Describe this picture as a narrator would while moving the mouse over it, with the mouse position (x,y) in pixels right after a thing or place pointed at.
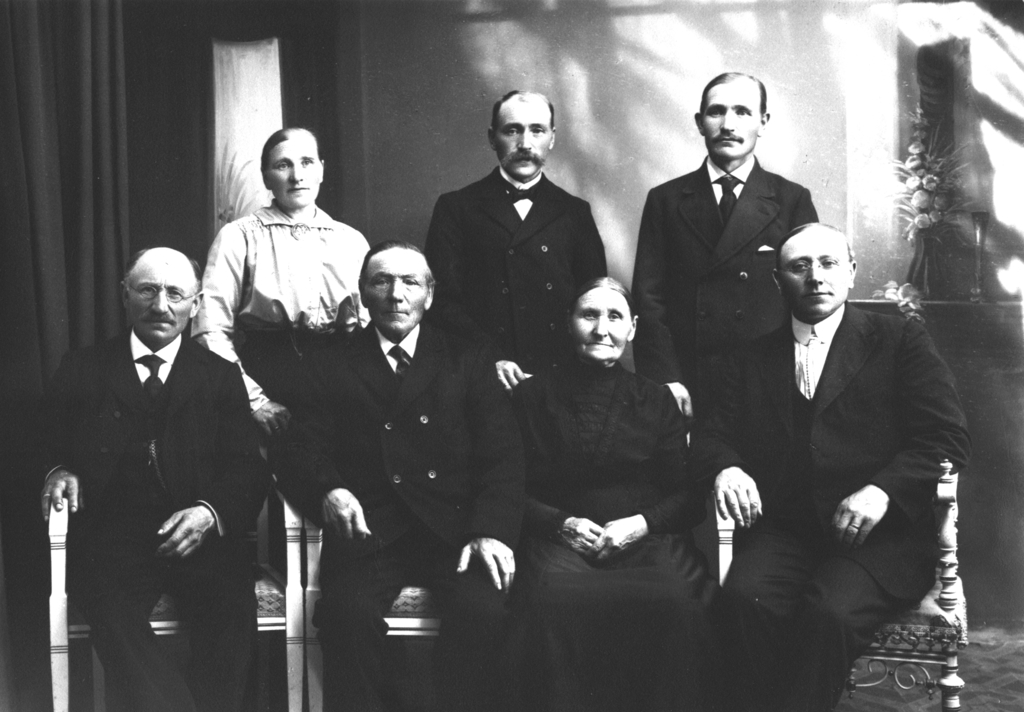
In the image to the front (333,467) there are four members (534,468) sitting and all are wearing black dress (617,438). Behind them there are two men (500,210) with black dress (500,210) and one lady (284,235) with white top (310,238) is standing. To the left side of the image (112,177) there is a curtain (100,293). And to the right side of the image (934,172) there is a flower bouquet (921,197).
